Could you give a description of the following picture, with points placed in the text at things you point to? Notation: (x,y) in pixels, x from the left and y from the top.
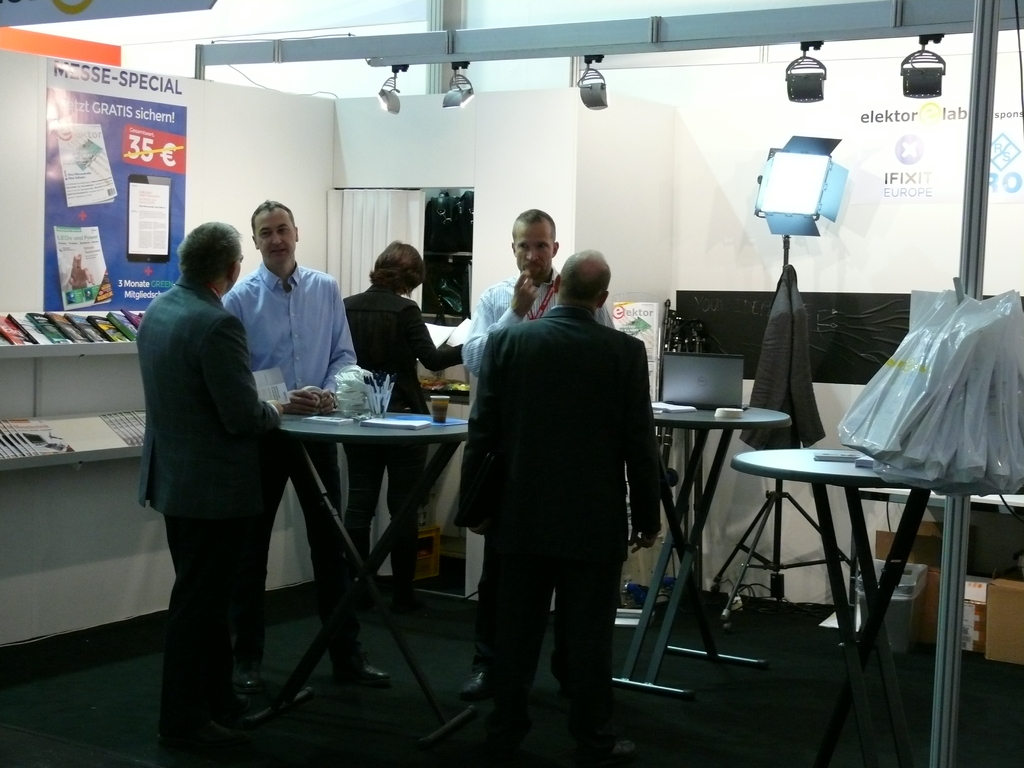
This picture shows a group of people (594,273) standing and we see a cup (443,396) and papers (410,418) on the table (370,431) and we see a poster (72,217) on the wall (14,191) and few books (141,317) on the shelf (121,351) and a light (827,185).
